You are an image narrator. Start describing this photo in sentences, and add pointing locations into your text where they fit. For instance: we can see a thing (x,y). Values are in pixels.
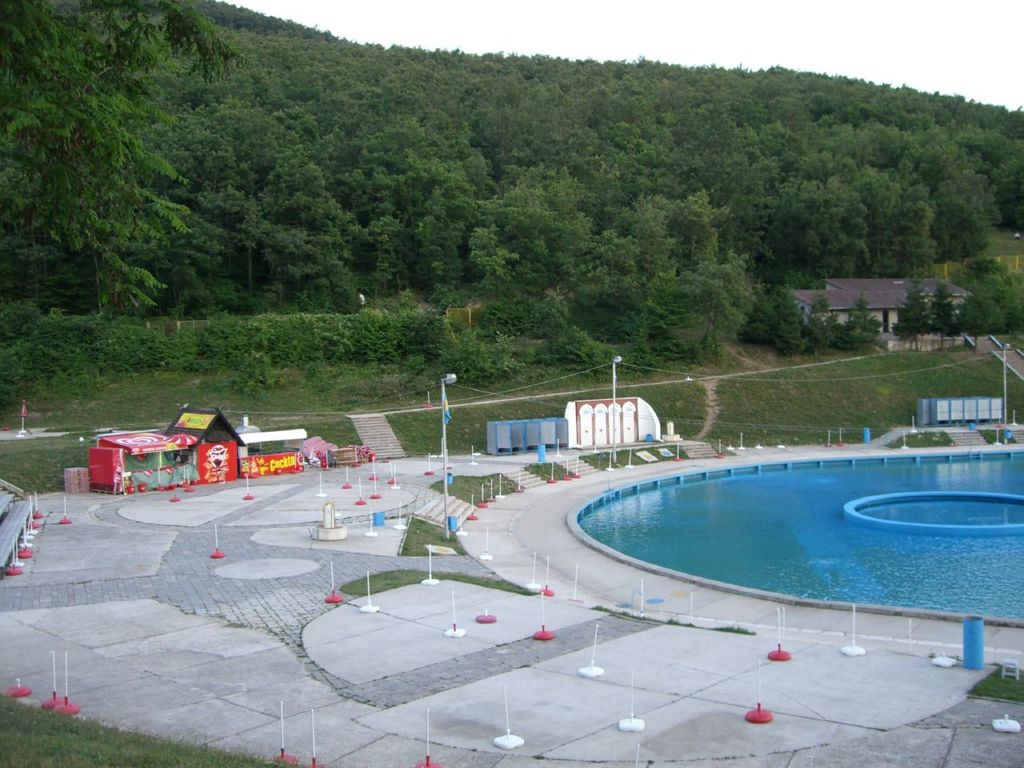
In this image there is a big pool (982,503) beside that there is a ground (840,733) with some poles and also stall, also there is a mountain (402,308) with so many trees (1008,301) under that there is a building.
